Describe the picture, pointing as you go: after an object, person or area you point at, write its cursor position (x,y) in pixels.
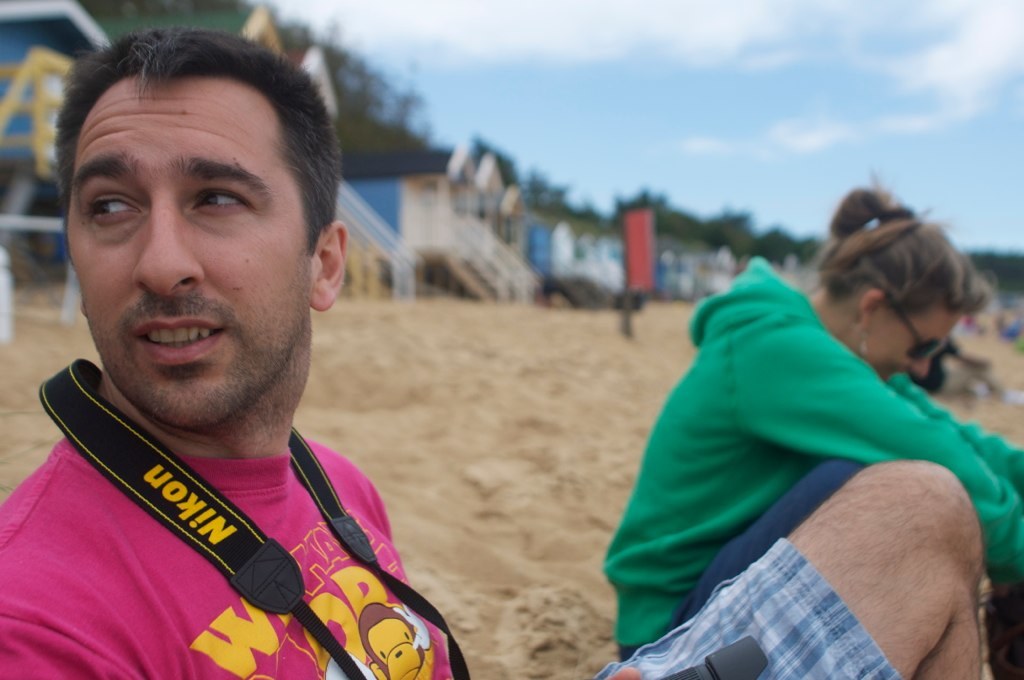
In this picture there is a boy (64,586) on the left side of the image (210,351) and there is a girl (811,372) on the right side of the image (852,402), those who are sitting on the sandy floor (1017,371) and there are houses (279,44) and trees (334,71) in the background area of the image (227,11).
